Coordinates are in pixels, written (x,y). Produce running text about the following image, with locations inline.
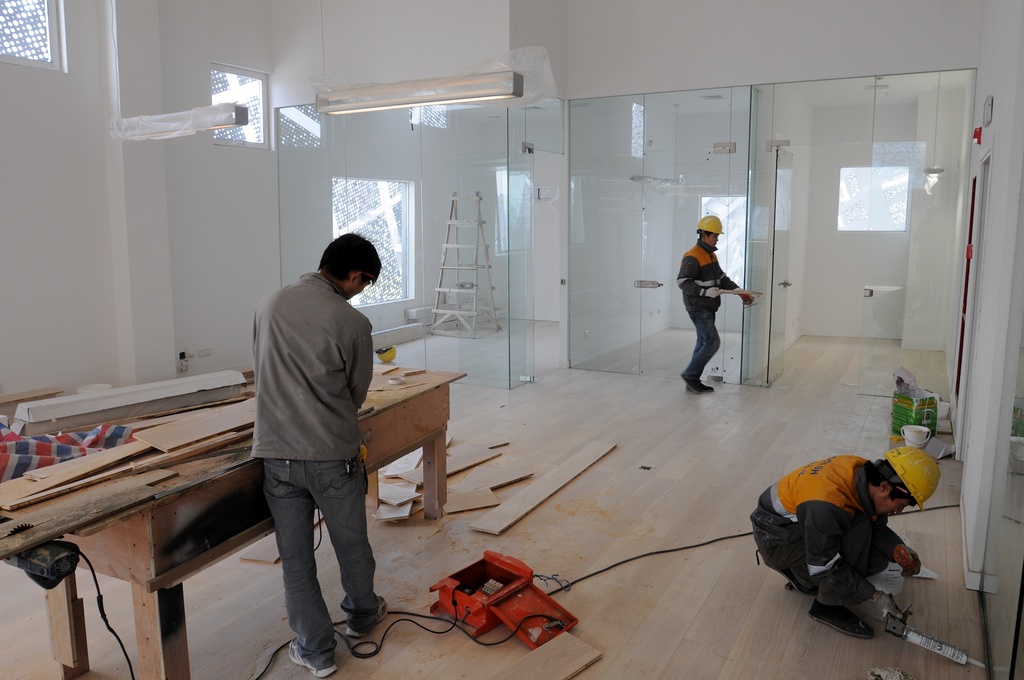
In this picture we can see men (338,394) working. We can see this two men (831,474) wearing helmets (904,475). On the floor (683,564) we can see wood parts (567,652), machine (524,617), white bucket (923,443) and other objects (903,388). Here we can see glass doors (645,227). This is a ladder (455,314).
